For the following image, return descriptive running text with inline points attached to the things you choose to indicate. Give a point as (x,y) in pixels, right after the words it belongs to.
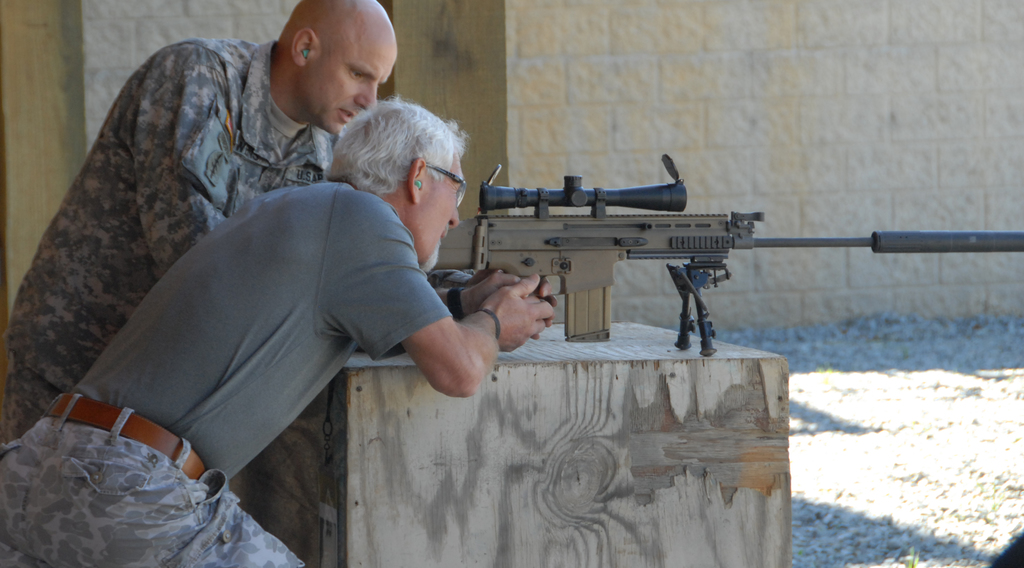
In this image there are two people (202,271). There is a pillar (3,103). We can see the gun (673,186). There is a stone wall (594,116).
